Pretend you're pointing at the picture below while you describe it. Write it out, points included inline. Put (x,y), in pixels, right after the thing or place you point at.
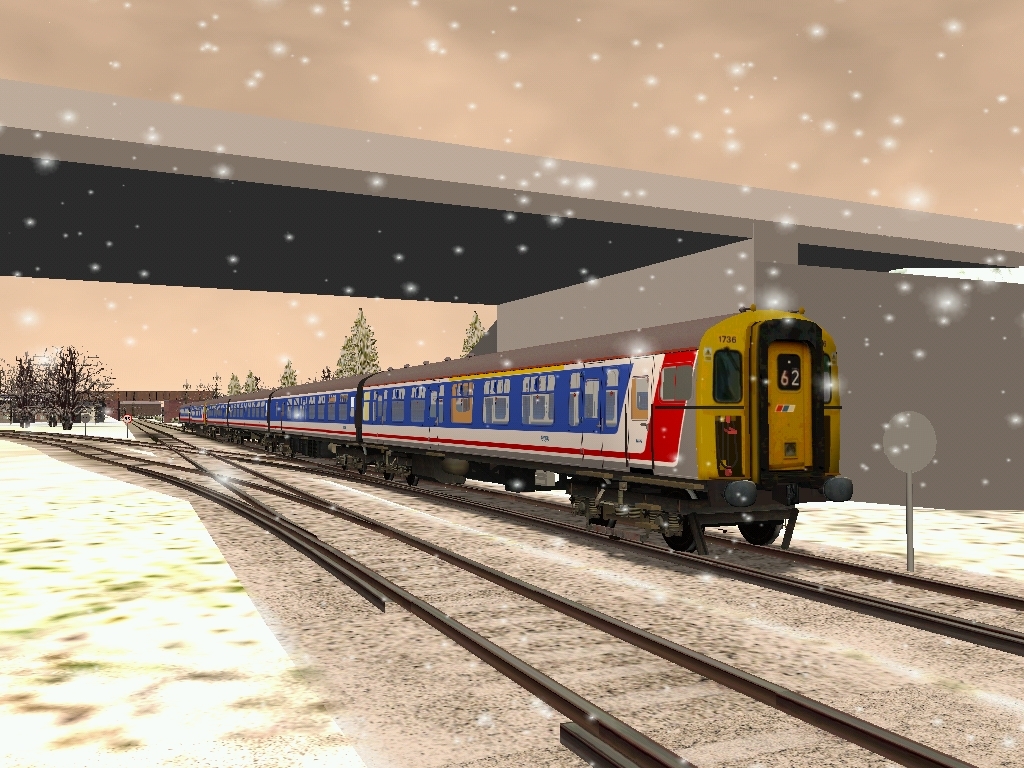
This is an animated picture. In this image we can see a train (377,466) on the track (240,489), a signboard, some poles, a group of trees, a wall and some snowflakes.
